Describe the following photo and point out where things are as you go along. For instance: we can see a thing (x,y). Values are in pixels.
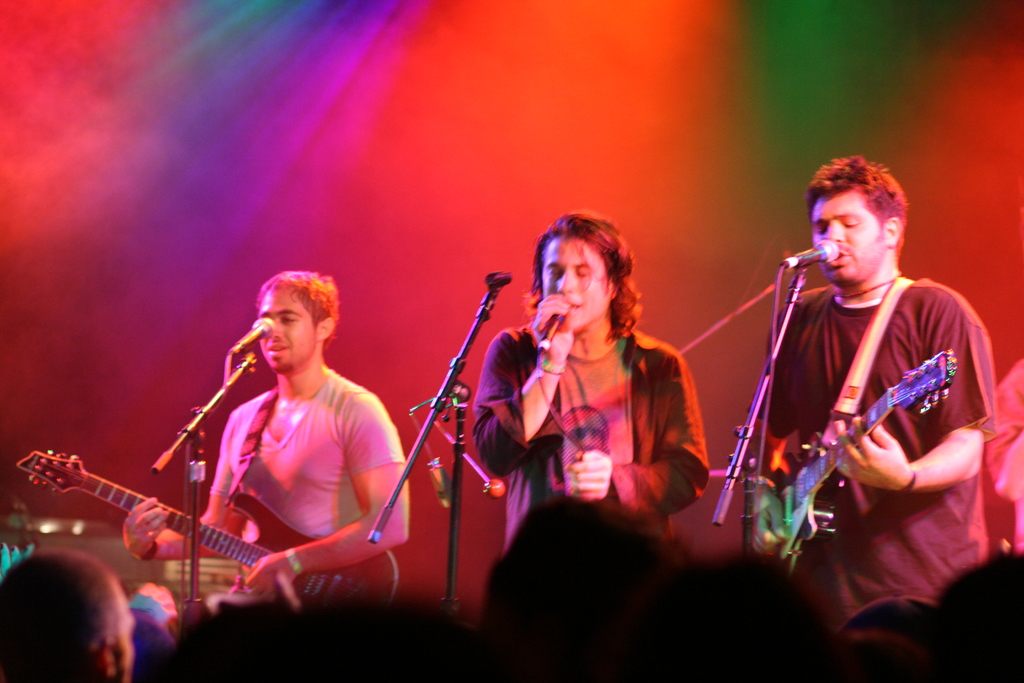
In this image I can see few people (952,535) are standing and also few of them are holding guitars (954,370). Here I can see he is holding a mic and I can also see mics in front of them.
